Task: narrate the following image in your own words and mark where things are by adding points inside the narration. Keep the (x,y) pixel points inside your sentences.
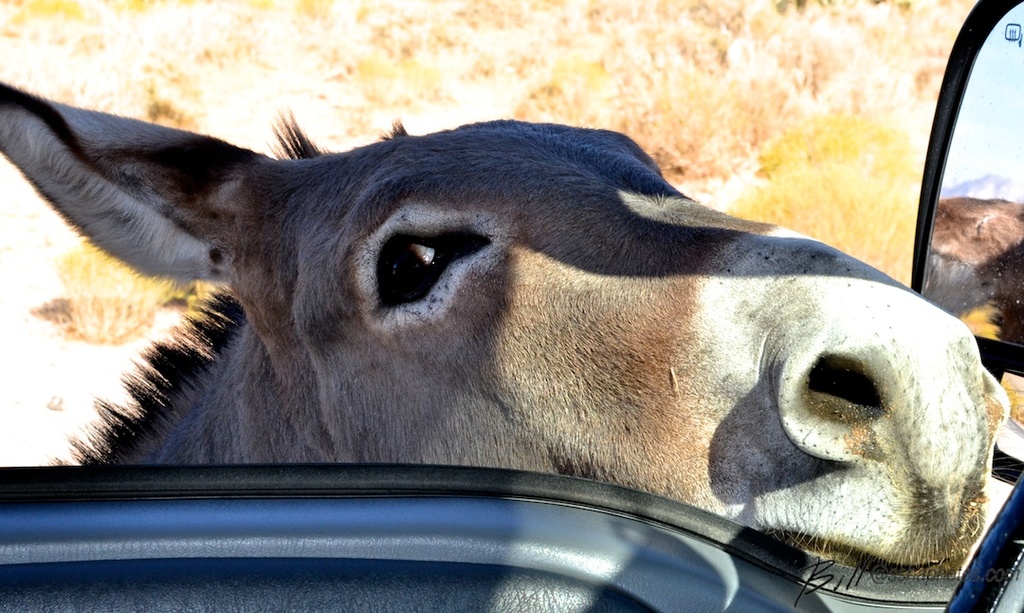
In the picture I can see donkey face (588,386) on the vehicle door (677,550), to the side there is a side mirror (951,210) and behind there are some plants (173,86).
